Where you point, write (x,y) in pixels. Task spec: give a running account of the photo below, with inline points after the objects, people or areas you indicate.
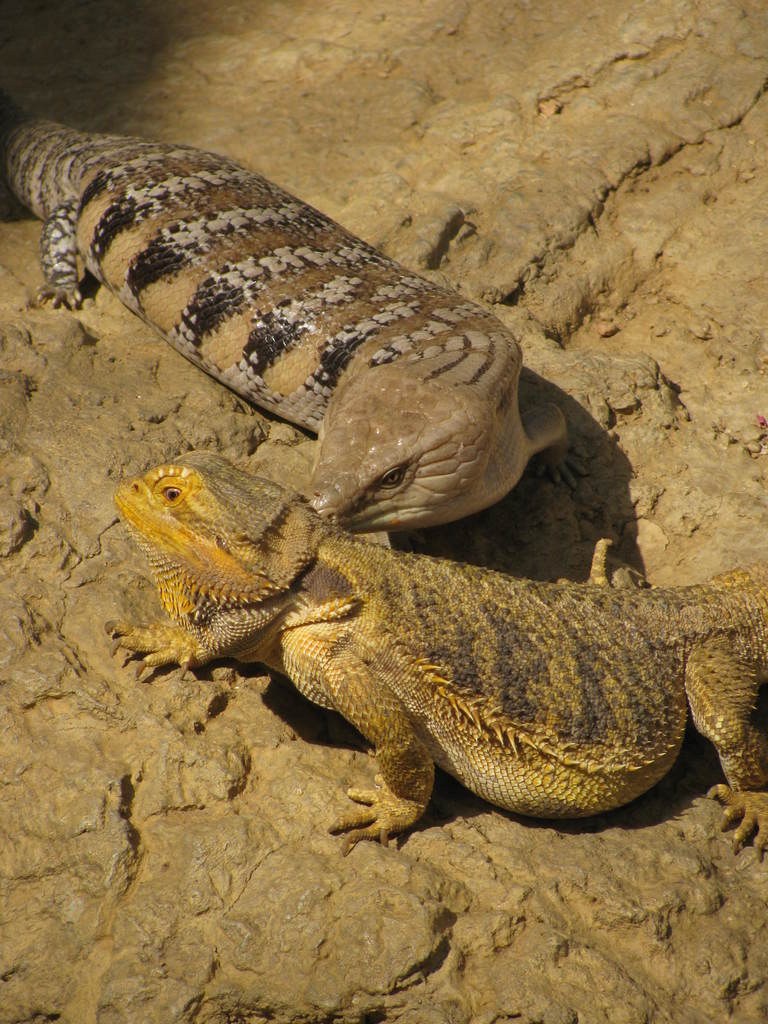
In this image I can see two reptiles (276,595) on the brown color surface (233,843) and the reptiles (504,446) are in cream, brown and black color.
